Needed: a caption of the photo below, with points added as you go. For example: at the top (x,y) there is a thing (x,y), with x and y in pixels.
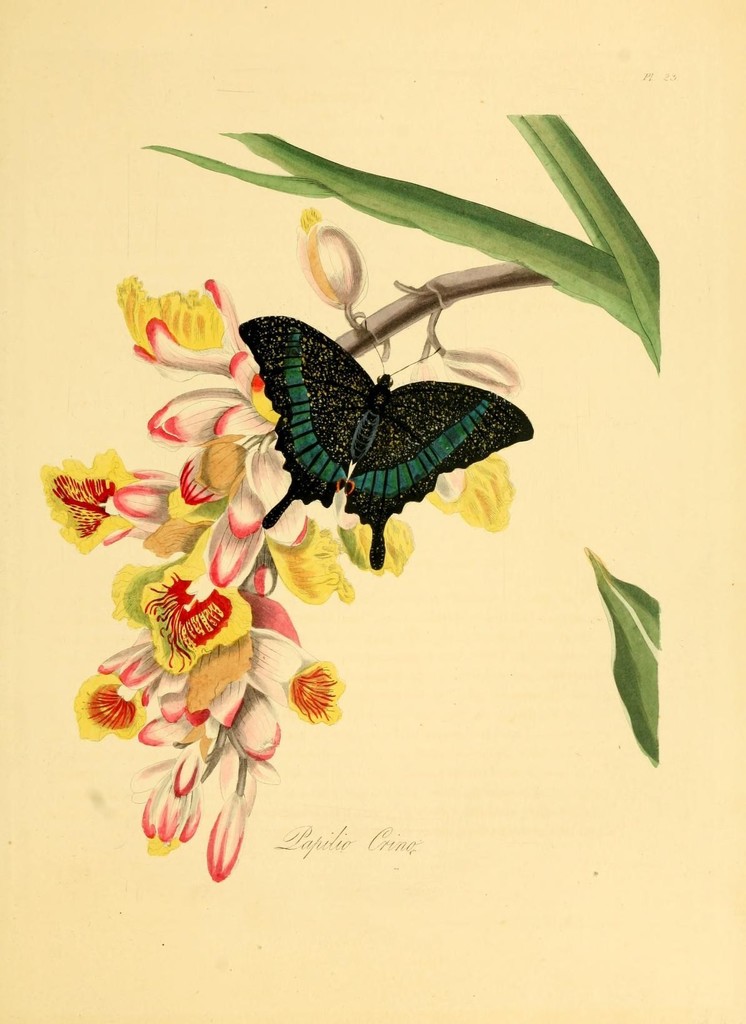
As we can see in the image there is a paper (447,823). On paper (464,513) there is a drawing (428,456) of a tree branch (478,292), butterfly (446,424) and flowers (150,610).
